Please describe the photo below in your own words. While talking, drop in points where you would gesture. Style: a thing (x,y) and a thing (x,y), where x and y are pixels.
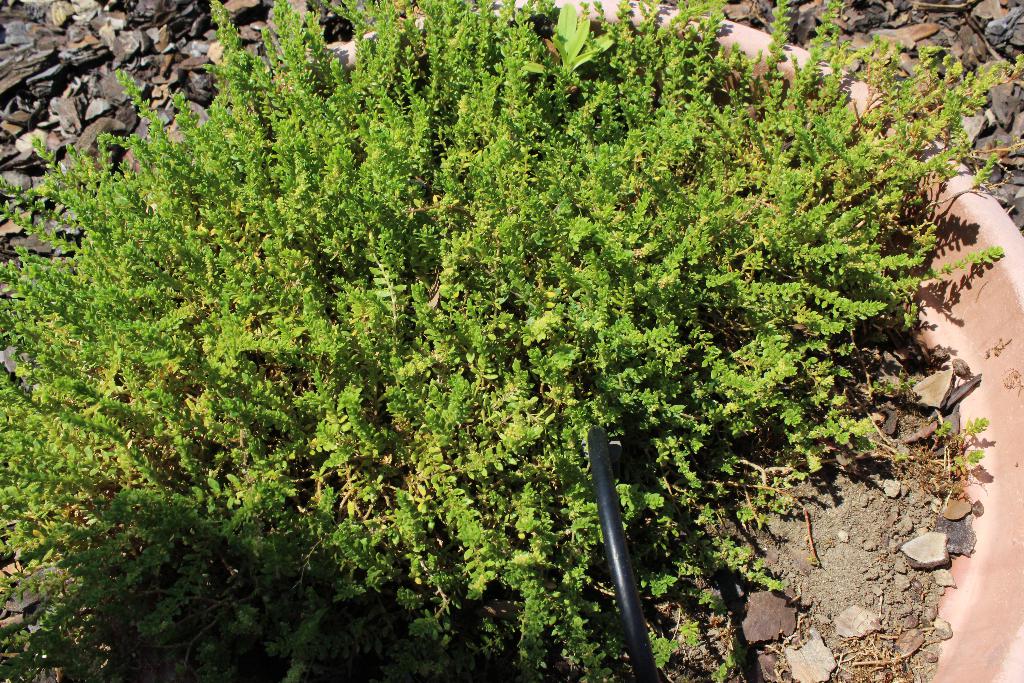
In this image I can see there are green plants (509,327). At the bottom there is a pipe (601,434) in black color and there are stones (959,550) on the right side (891,521) in this image.
